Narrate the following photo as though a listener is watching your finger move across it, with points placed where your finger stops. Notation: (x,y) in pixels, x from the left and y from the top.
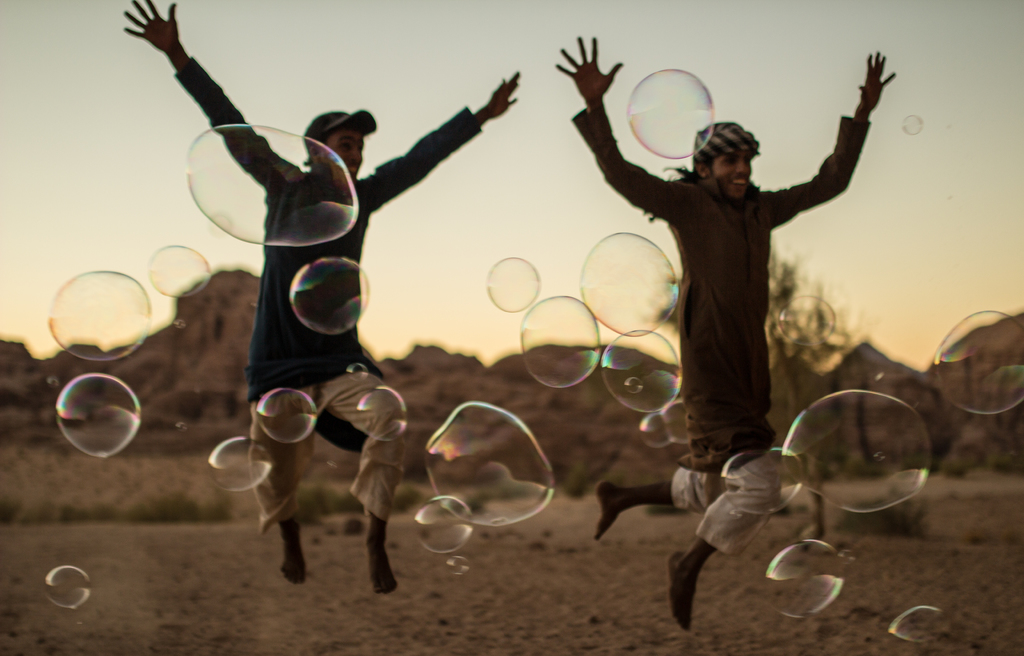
In this image we can see men (374,520) flying in the air (394,242). In the background (186,387) we can see hills (351,454), sky (433,243), trees (825,304) and ground (493,542). In the foreground (825,567) there are water bubbles (529,434).
